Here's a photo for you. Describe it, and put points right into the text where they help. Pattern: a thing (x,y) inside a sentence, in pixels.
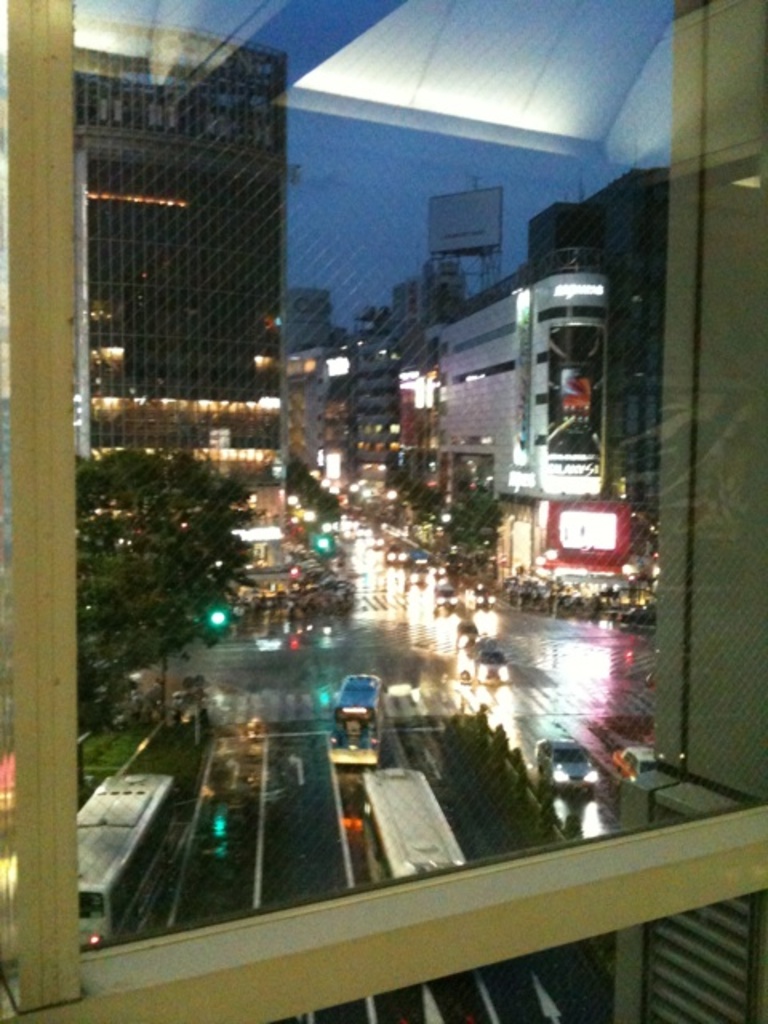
In this picture we can see vehicles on the road (253,829), trees (124,566), buildings (206,405), lights (265,361) and in the background (317,218) we can see the sky (319,232).
